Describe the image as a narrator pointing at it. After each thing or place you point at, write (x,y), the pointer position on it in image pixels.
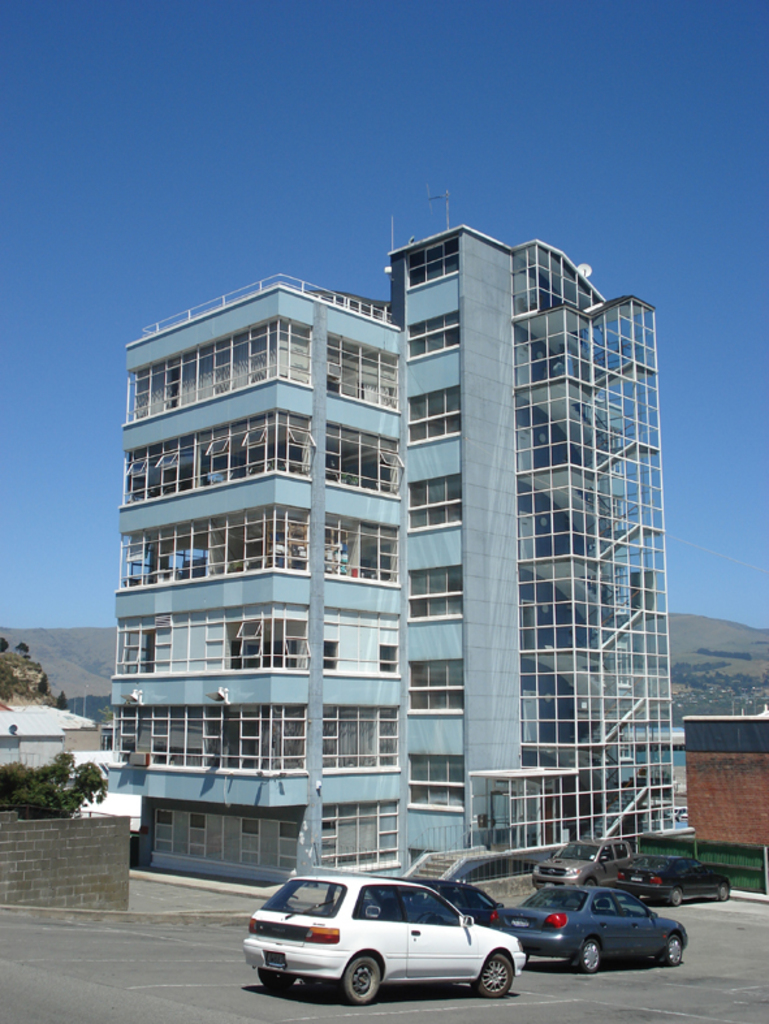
There are cars (673,884) and a wall (121,855) at the bottom side of the image (425,876), there are buildings (536,664), trees (727,688), it seems like mountains (114,628) and the sky (111,304) in the background (297,253).
